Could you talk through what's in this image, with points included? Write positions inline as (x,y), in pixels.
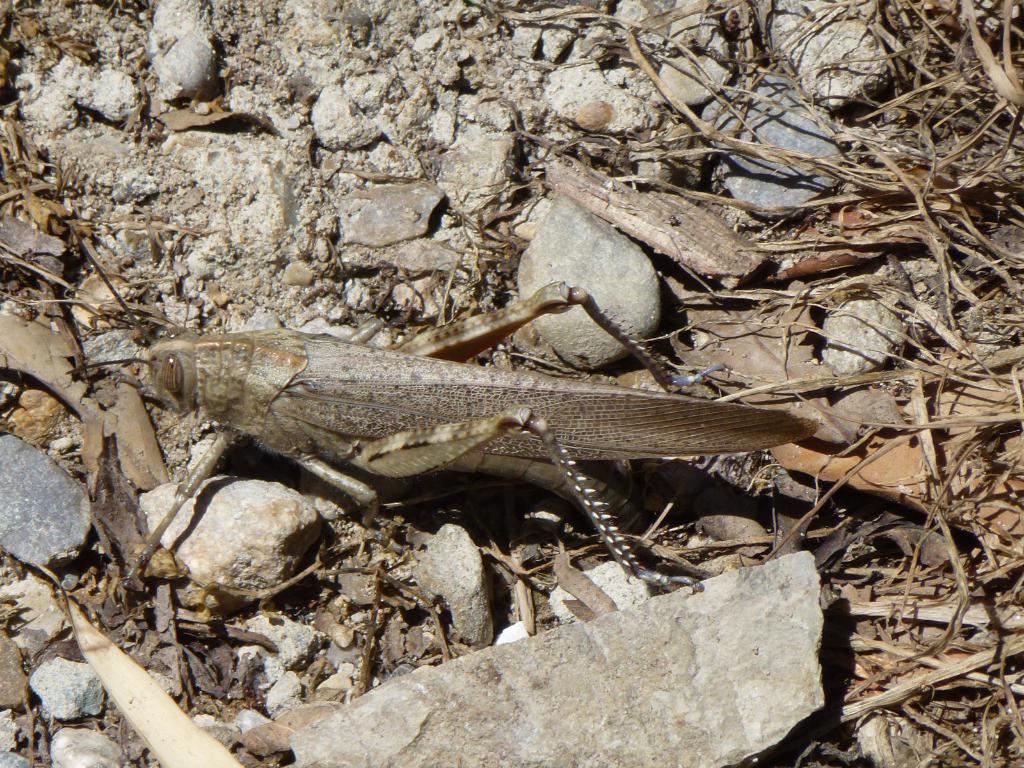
In this picture I can see a grasshopper (563,396) on the land (317,670), on which we can see some stones (542,632), rocks (620,676) and dry stems (834,189).
